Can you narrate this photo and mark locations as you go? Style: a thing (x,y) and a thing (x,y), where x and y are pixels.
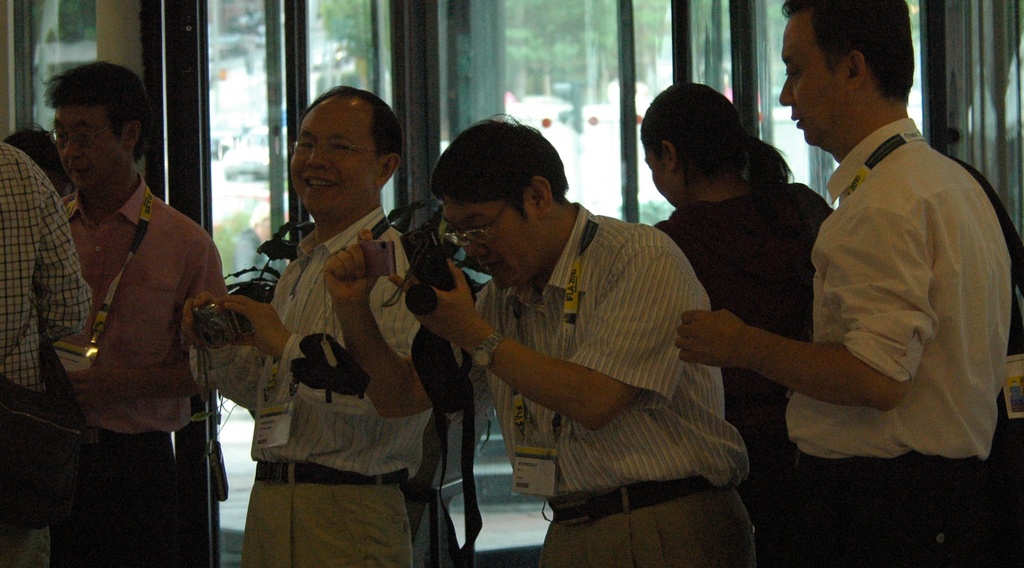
In the center of the image (483,300) two mans (369,295) are standing and holding camera (428,262). On the left side of the image (143,202) some persons (130,303) are standing, some of them are holding bag (42,474). On the right side of the image (801,265) lady (792,195) and man (876,261) are standing. In the background of the image (418,120) we can see door (453,60), wall (112,20), cars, trees (526,71). At the bottom of the image (529,546) there is a floor (524,518).
